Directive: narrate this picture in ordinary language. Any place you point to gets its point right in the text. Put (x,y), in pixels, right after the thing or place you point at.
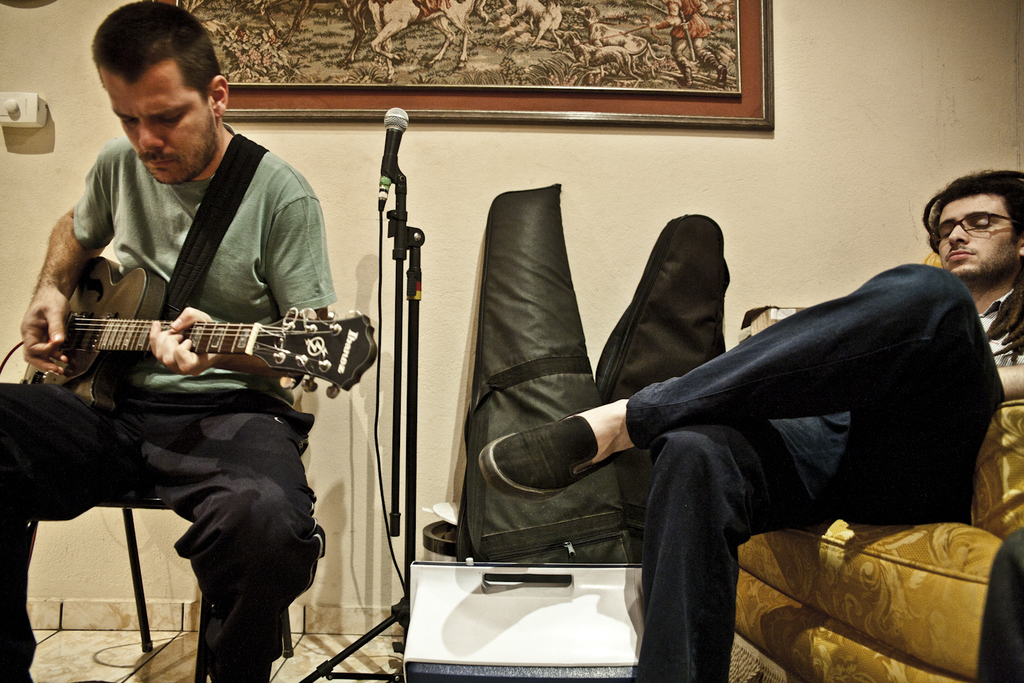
In this image i can see 2 persons (183,231). The person (164,369) on the left corner (174,371) is holding a guitar (362,337) in his hand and sitting on a chair (133,530). The person (995,269) on the right corner (923,365) is sitting on a couch (854,546). I can see a microphone (392,127) in between them. In the background (873,173) i can see a wall (915,106) and a photo frame (715,29).
